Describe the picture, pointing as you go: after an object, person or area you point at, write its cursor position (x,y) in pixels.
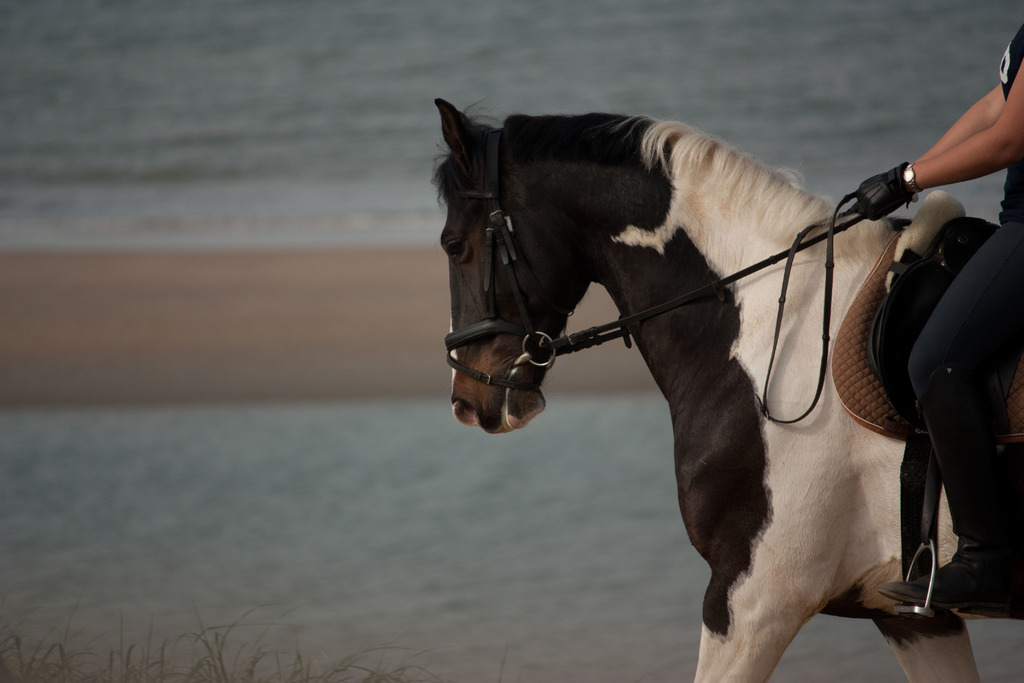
In this image, this looks like a horse (740,334) with a noseband (509,379). Here is a person (954,177) sitting on the horse (773,317). These are the water (278,510).
